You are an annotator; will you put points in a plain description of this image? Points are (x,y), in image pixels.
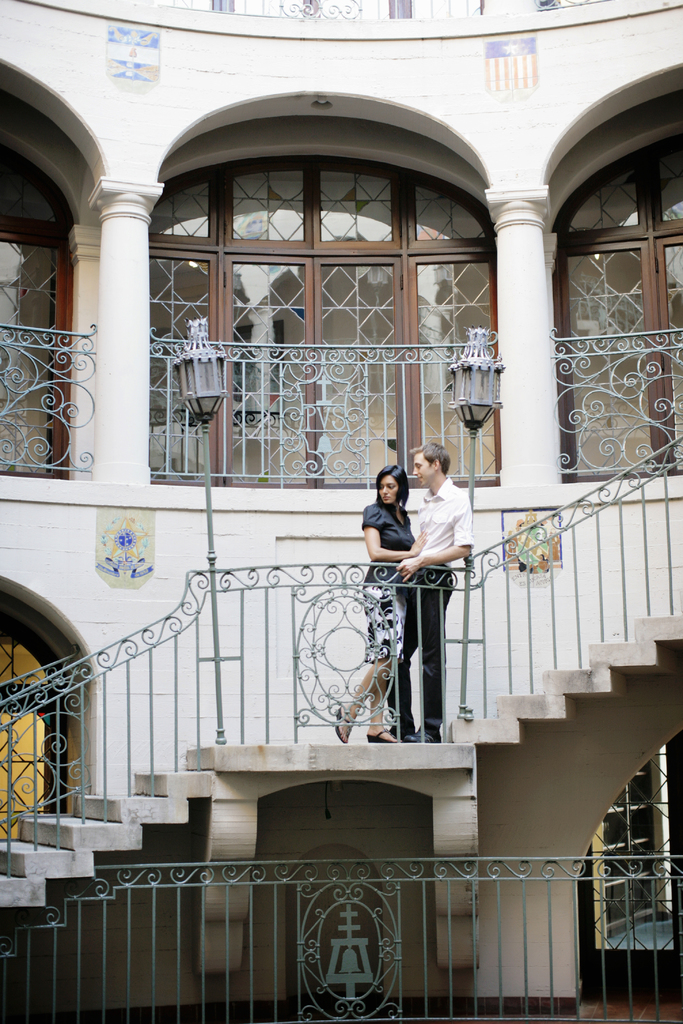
This image consists of two persons (413,563) a man (434,608) and a woman (399,492). The man (422,569) is wearing a black pant (422,612) and white shirt (455,501). The woman (372,628) is wearing a black dress (368,591). In the front (236,951), we can see steps (564,683) along with the railing (531,685). And there is a building (114,97) along with windows (63,271) and pillars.
